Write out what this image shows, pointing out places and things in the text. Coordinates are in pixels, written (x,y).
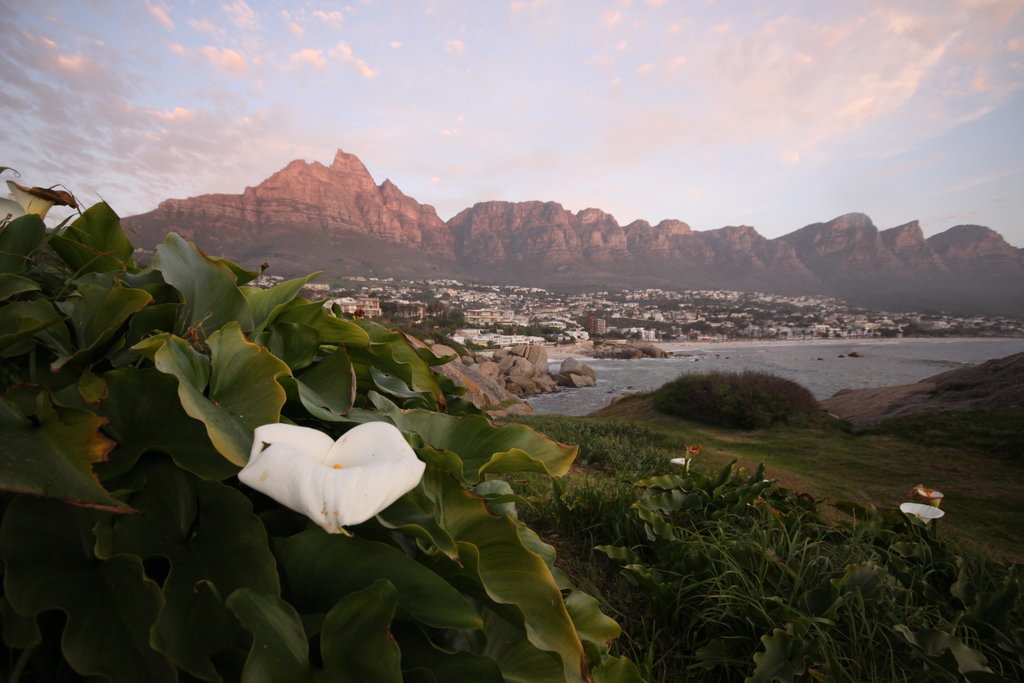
Sky (556,77) is cloudy. Background (423,219) there are mountains (973,246). Far there are a number of buildings (650,298). Here we can see plants (114,296) with flowers (369,456), grass (811,459) and water (835,375).
